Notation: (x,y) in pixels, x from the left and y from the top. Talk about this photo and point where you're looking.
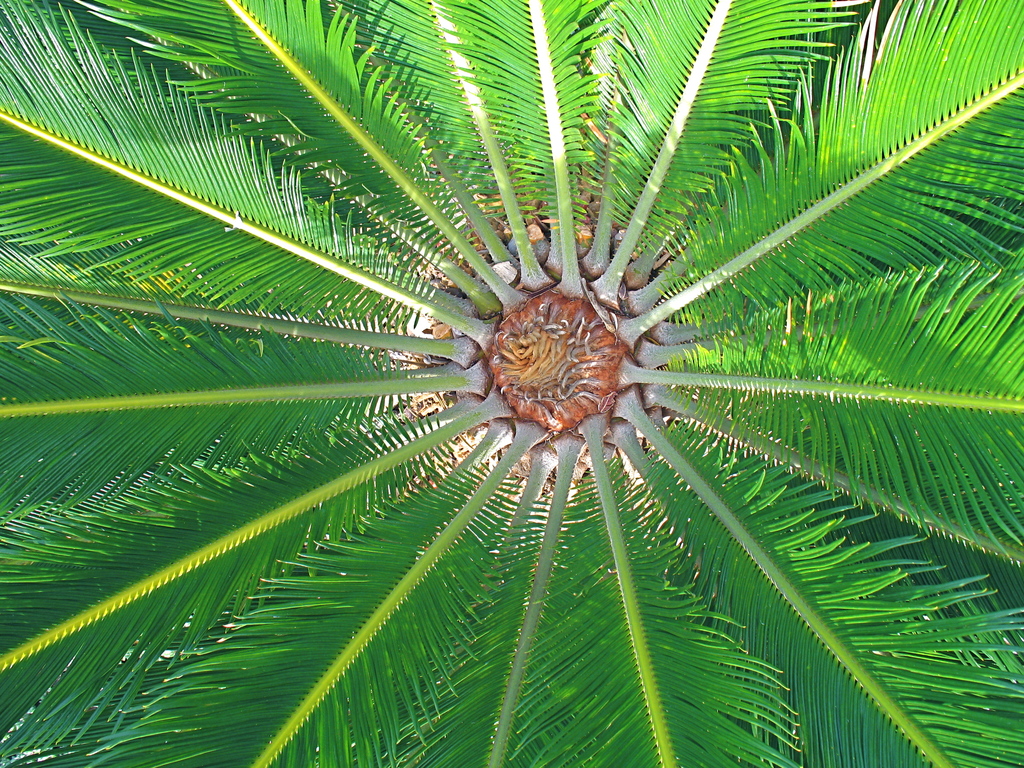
In this image there is a branches (716,435) of a sago palm (575,262).
